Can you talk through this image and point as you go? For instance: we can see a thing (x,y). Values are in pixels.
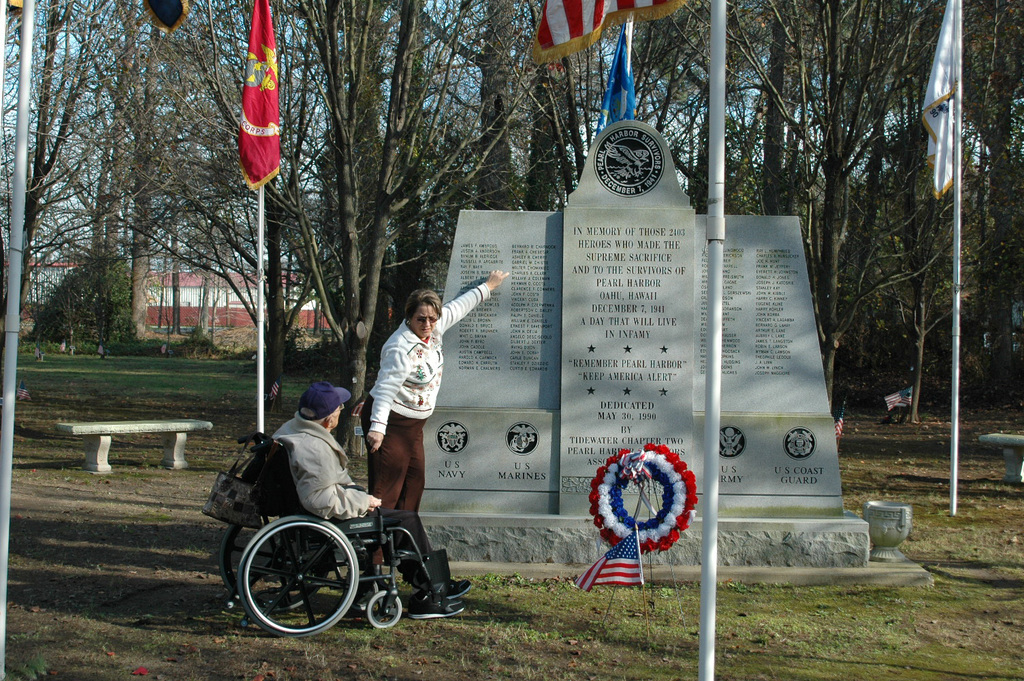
This is an outside view. Here I can see a man (328,478) is sitting on the wheel chair (294,557) and a woman (406,443) is standing and pointing out at the memorial (587,335) which is at the back of her and looking at this man (324,443). On the left side (102,435) there is a bench (158,428). In the background (171,244), I can see some flags (949,168), poles (710,136) and trees (400,86). At the bottom of the image (817,615) I can see the grass (874,604). In the background (216,299) there is a building (193,301).
